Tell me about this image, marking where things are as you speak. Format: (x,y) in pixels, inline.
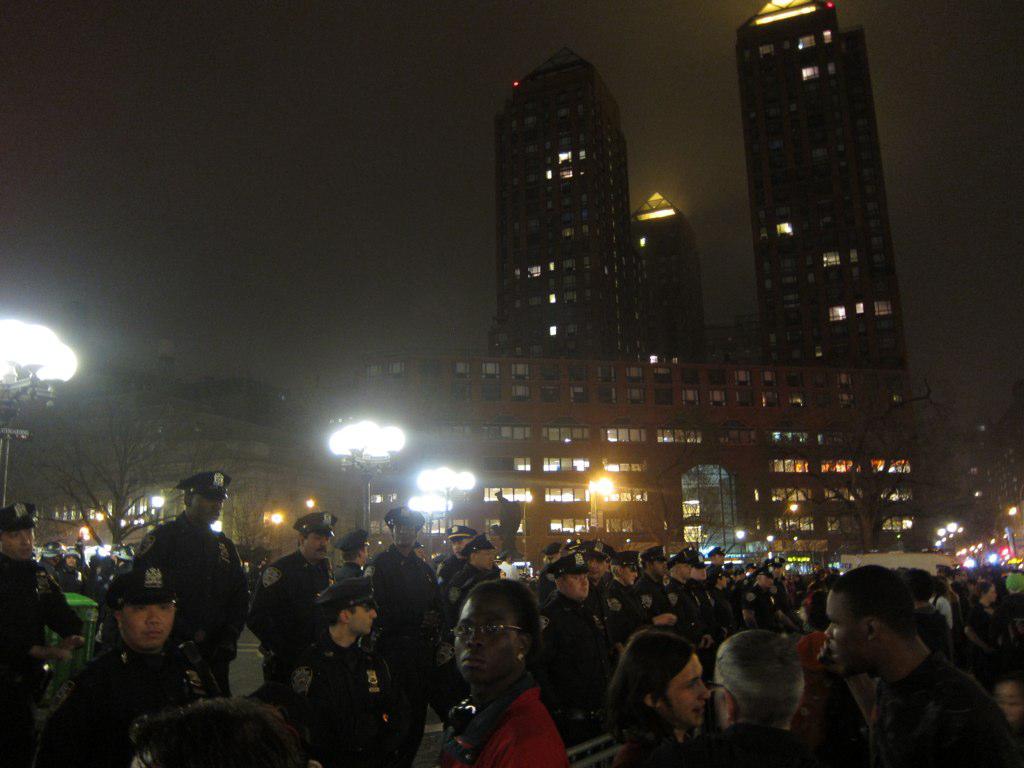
This is a image of the busy street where we can see there are so many people (923,581) on the road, behind them there is a building (632,411) and some lights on the pole (2,495).
